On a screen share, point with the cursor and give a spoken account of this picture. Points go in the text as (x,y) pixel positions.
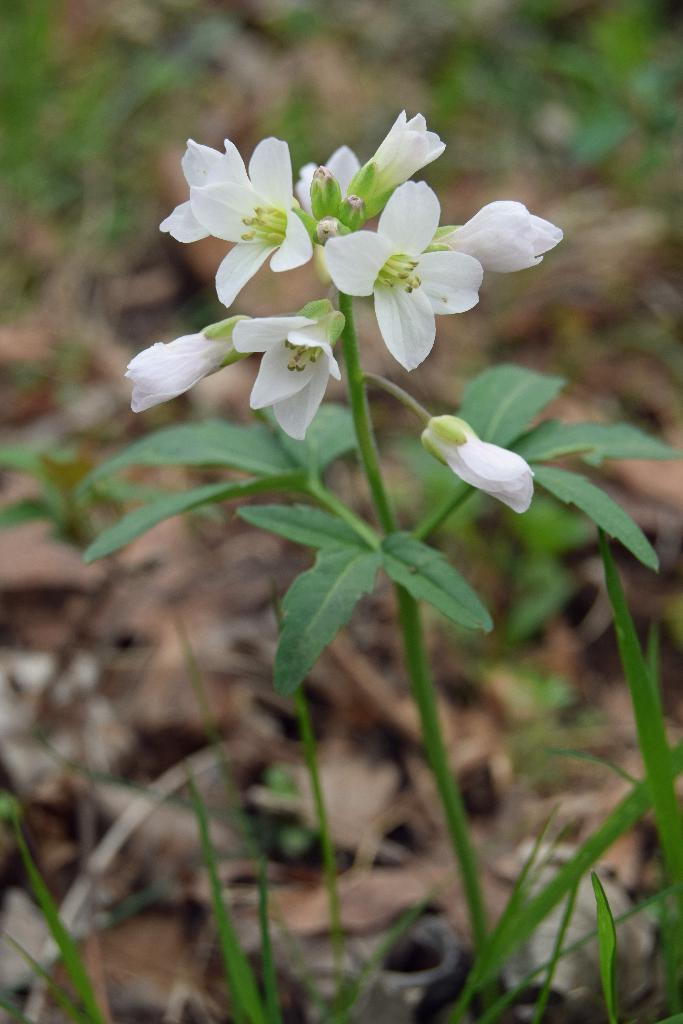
In the image there are white color flowers (312,345), buds (522,497) and leaves (591,501) to the stem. And also there are leaves (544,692) at the bottom of the image (591,758). In the background (653,301) it is a blur image and there are leaves (24,505).
